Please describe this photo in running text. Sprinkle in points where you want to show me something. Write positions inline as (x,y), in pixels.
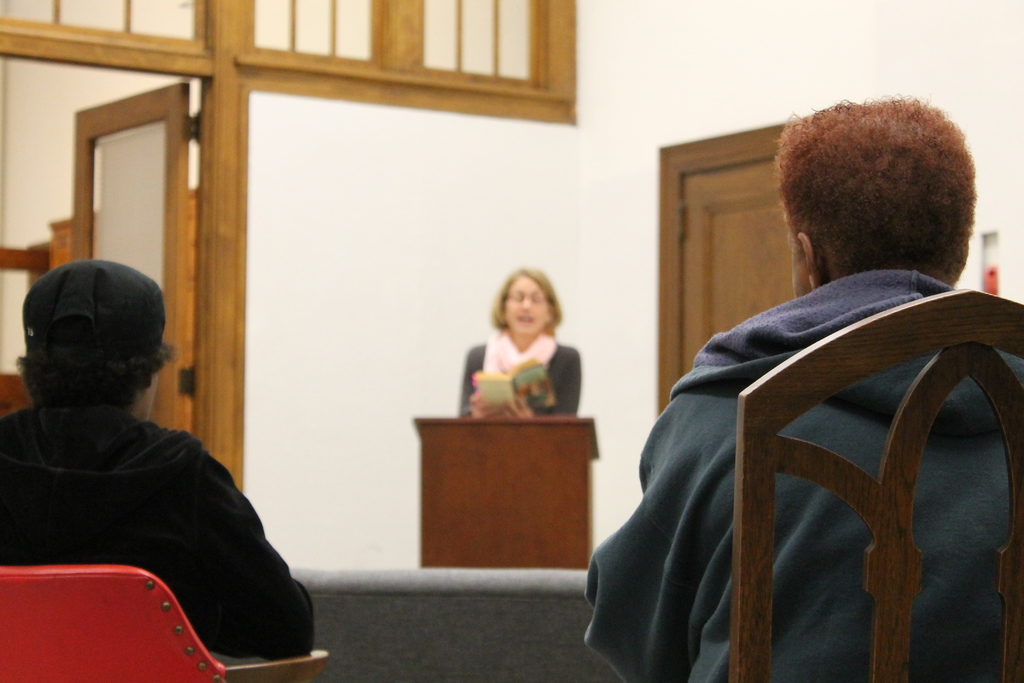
In this picture there are two persons (106,492) sitting on the chair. this is podium (536,498). Behind the podium (482,490) a person (511,331) standing and reading book (487,398). In this background (403,183) we can see wall (384,177) and door (151,178).
